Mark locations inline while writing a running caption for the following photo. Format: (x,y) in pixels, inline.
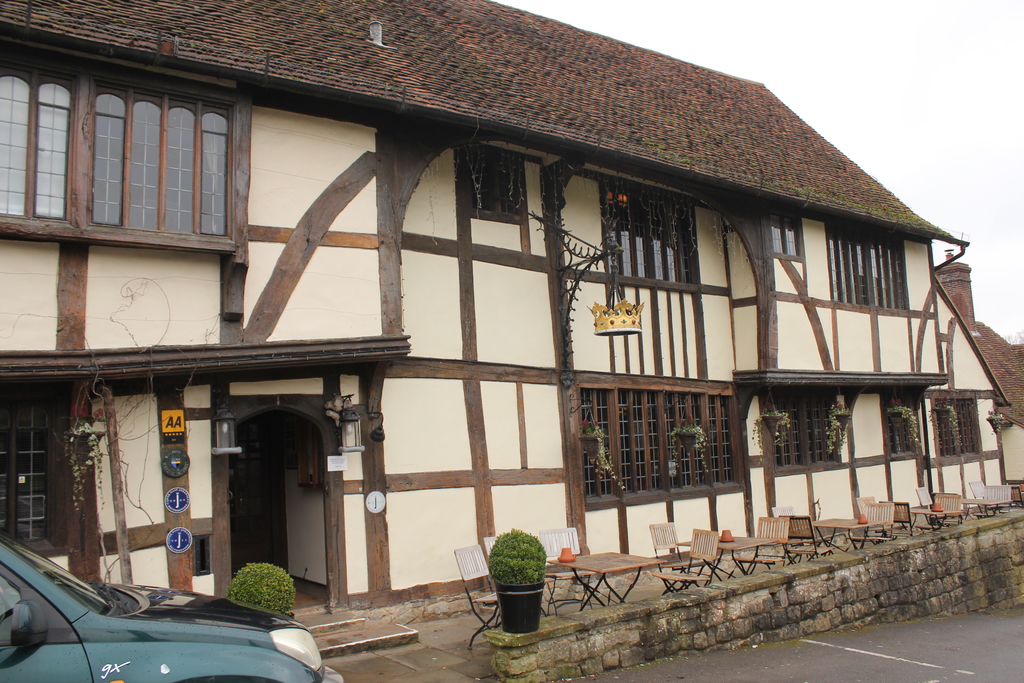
In this picture I can see a vehicle (7,625) in the bottom left hand side (178,630), beside it there are bushes (238,586), In the middle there are chairs (697,555) and dining tables (603,577), in the background (595,381) there is a building (743,281). At the top (832,37) I can see the sky (815,67).
